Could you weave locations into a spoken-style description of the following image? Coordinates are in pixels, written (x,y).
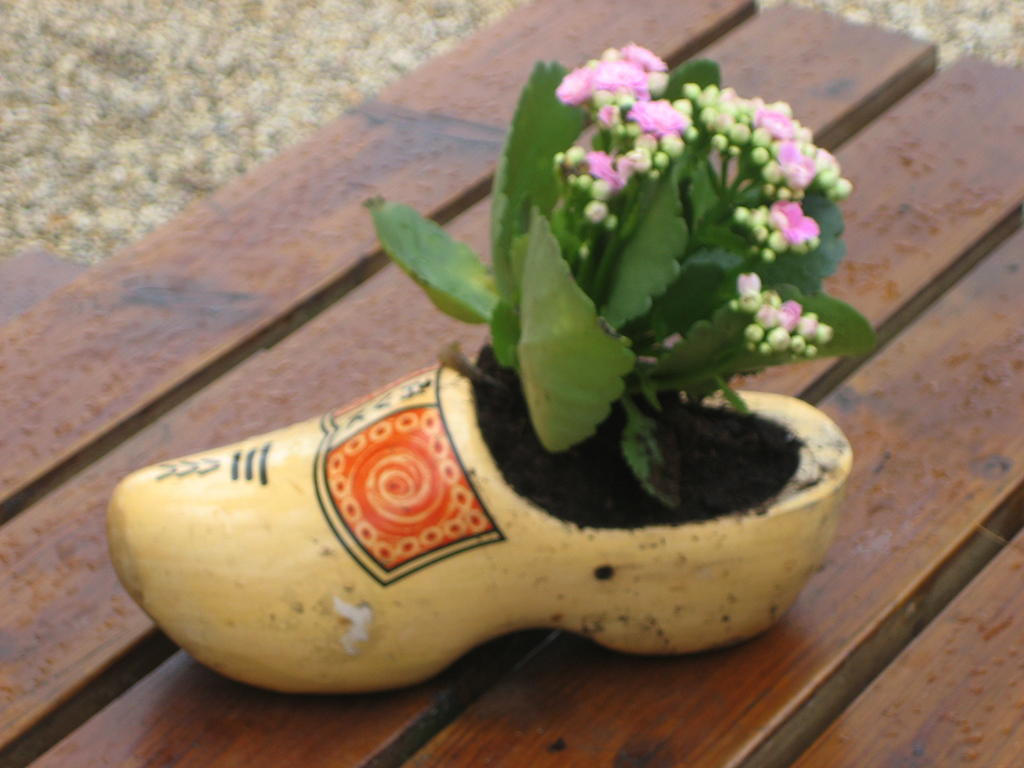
There is a wooden surface (336,339). On that there is a pot (458,557) in the shape of a shoe. In that there is a plant (637,297) with flowers (645,158).
